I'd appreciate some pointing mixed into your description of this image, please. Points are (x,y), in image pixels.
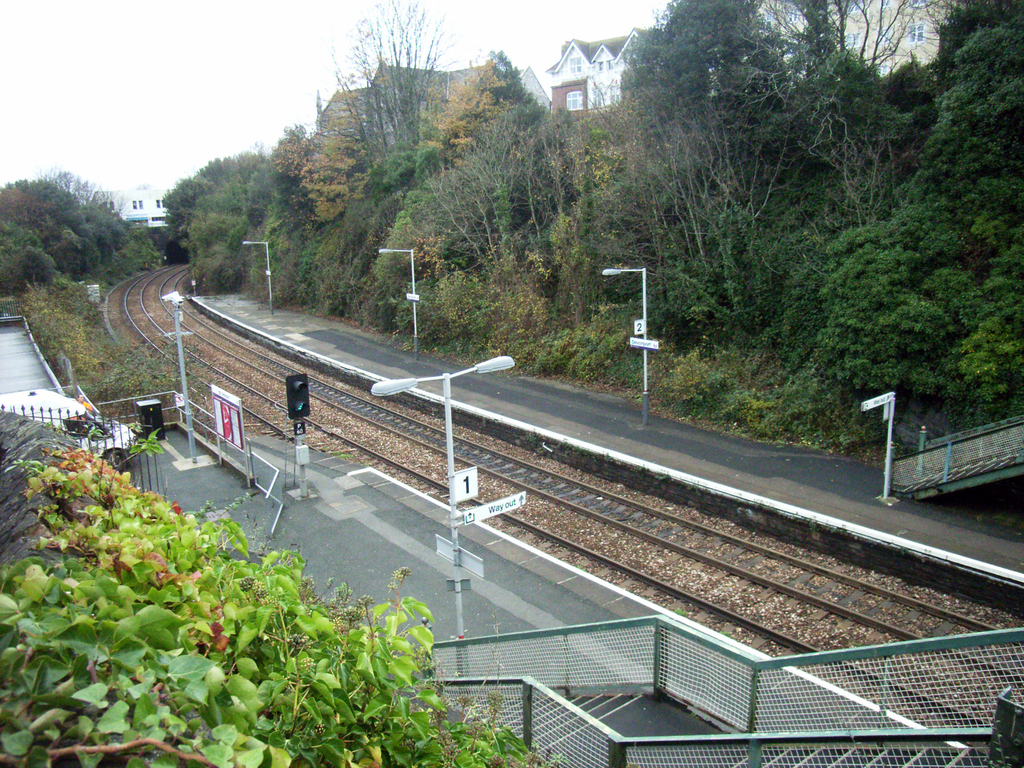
In the foreground of this picture (185,669), there are plants (238,717) on the wall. In the background (466,452), we can see poles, stairs (643,688), railway track (596,511), signal pole (307,415), trees (34,290), side path (288,320), buildings (159,203) and the sky (449,48).
